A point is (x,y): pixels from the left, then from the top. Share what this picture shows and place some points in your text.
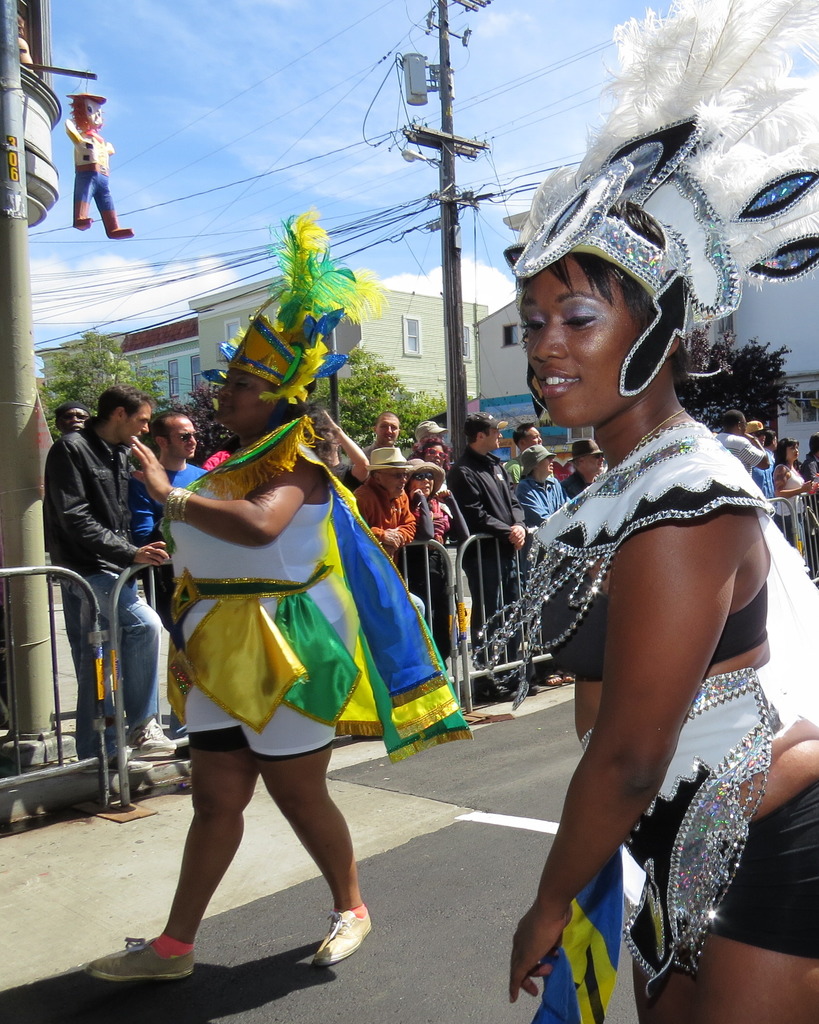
In this image we can see two people (347,646) with different costume (791,950) and around there is a fencing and also we can see some people (478,591), trees (100,335), buildings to the other side of the fencing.
